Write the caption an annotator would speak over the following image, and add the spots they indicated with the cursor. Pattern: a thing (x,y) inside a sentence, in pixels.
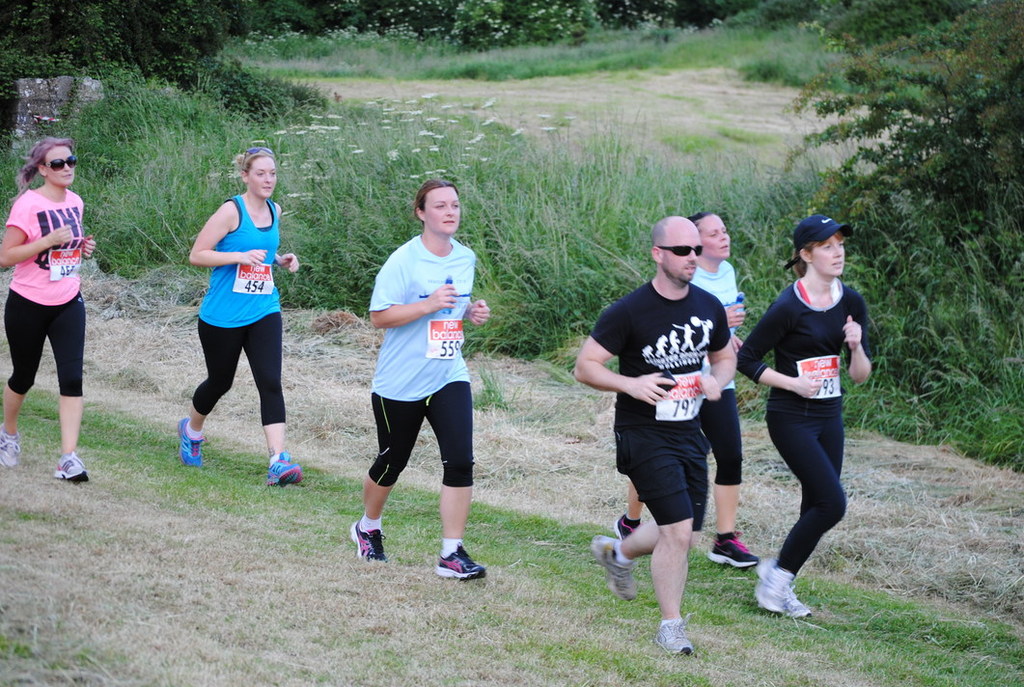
There is a group of people (383,308) running on a grassy land (328,445) as we can see at the bottom of this image (261,543). We can see plants (736,229) and trees (96,41) in the background (404,39).
